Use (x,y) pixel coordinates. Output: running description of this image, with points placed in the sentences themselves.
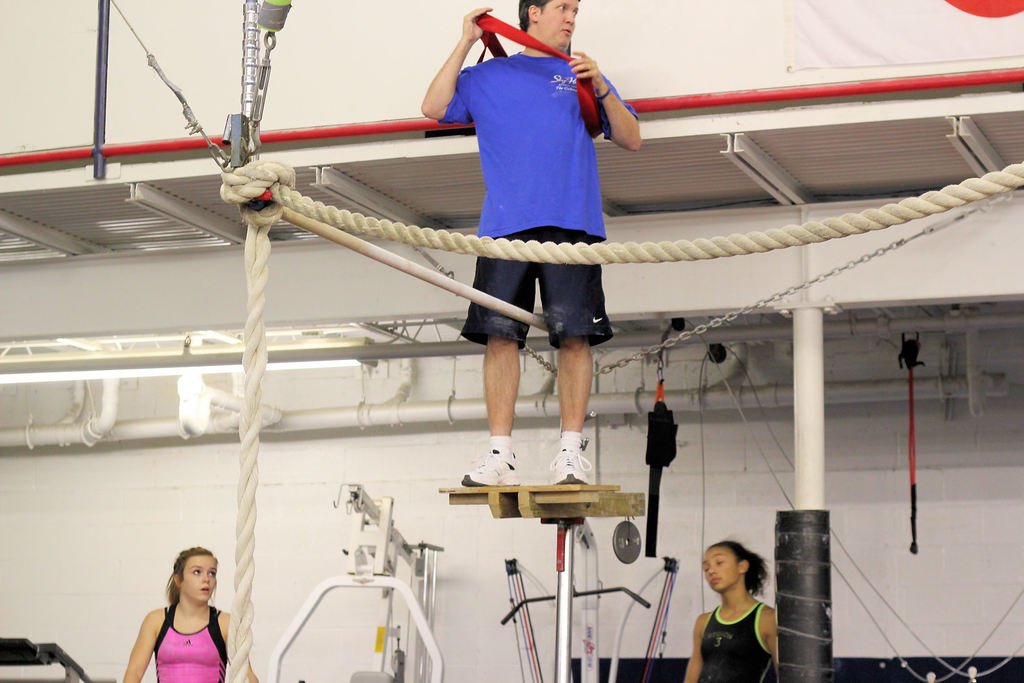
In this image there are three persons (717,641) standing, a person (601,85) standing on the stand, there are ropes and a chain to the poles (805,647), wall (33,400), pipes (663,335), lights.
